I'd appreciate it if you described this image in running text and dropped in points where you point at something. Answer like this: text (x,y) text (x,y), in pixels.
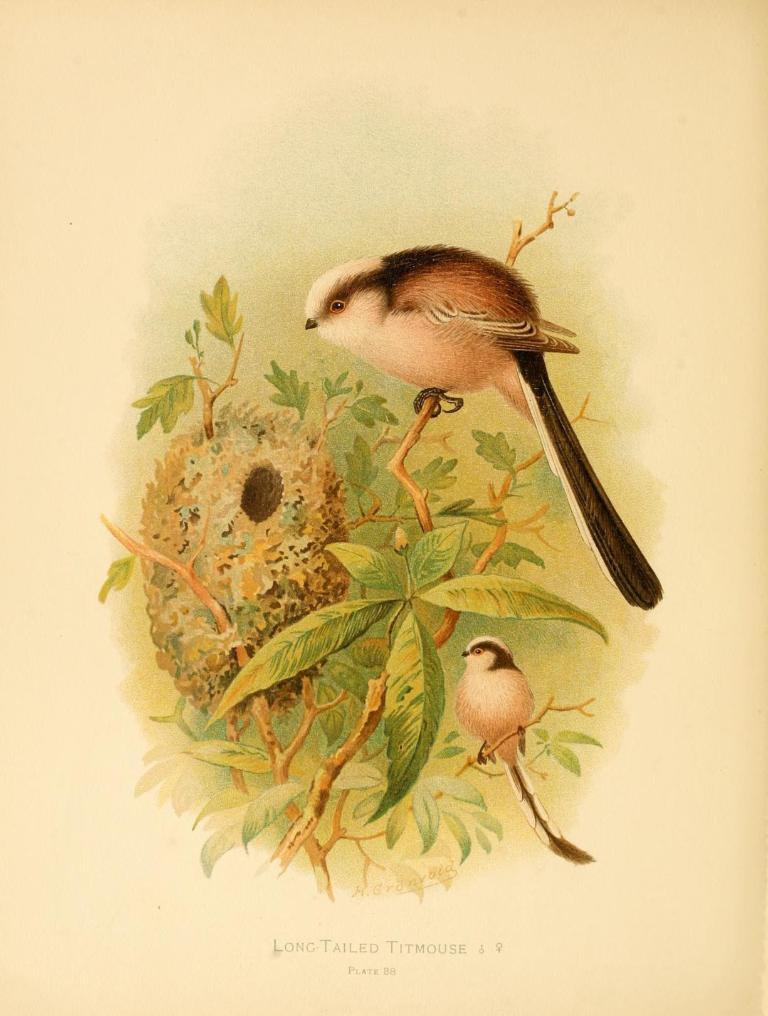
In this image I can see a tree (455,511) and on the tree (355,608) I can see a bird nest (258,556). I can see two birds (510,693) which are cream, brown and black in color and I can see the cream colored background (31,287).
